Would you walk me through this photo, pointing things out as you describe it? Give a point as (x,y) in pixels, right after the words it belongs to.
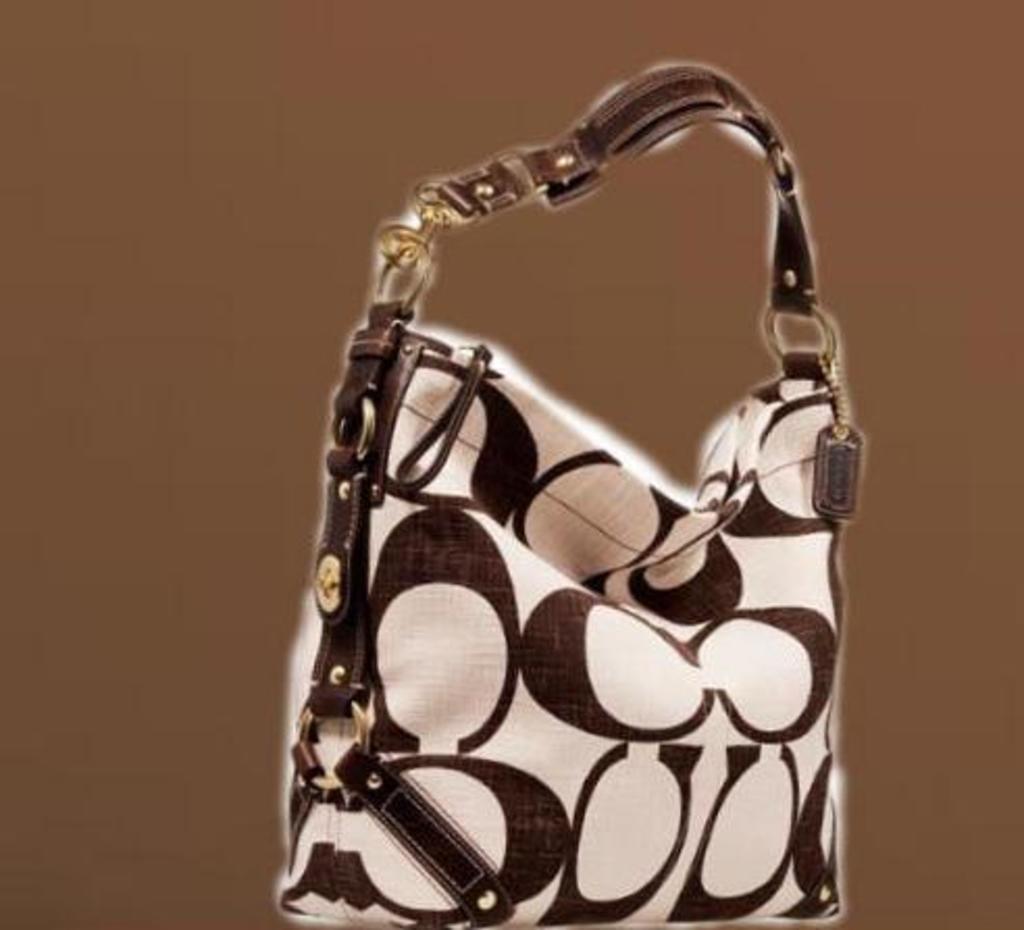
In this image I see a bag (847,497) which is of white and brown in color.
